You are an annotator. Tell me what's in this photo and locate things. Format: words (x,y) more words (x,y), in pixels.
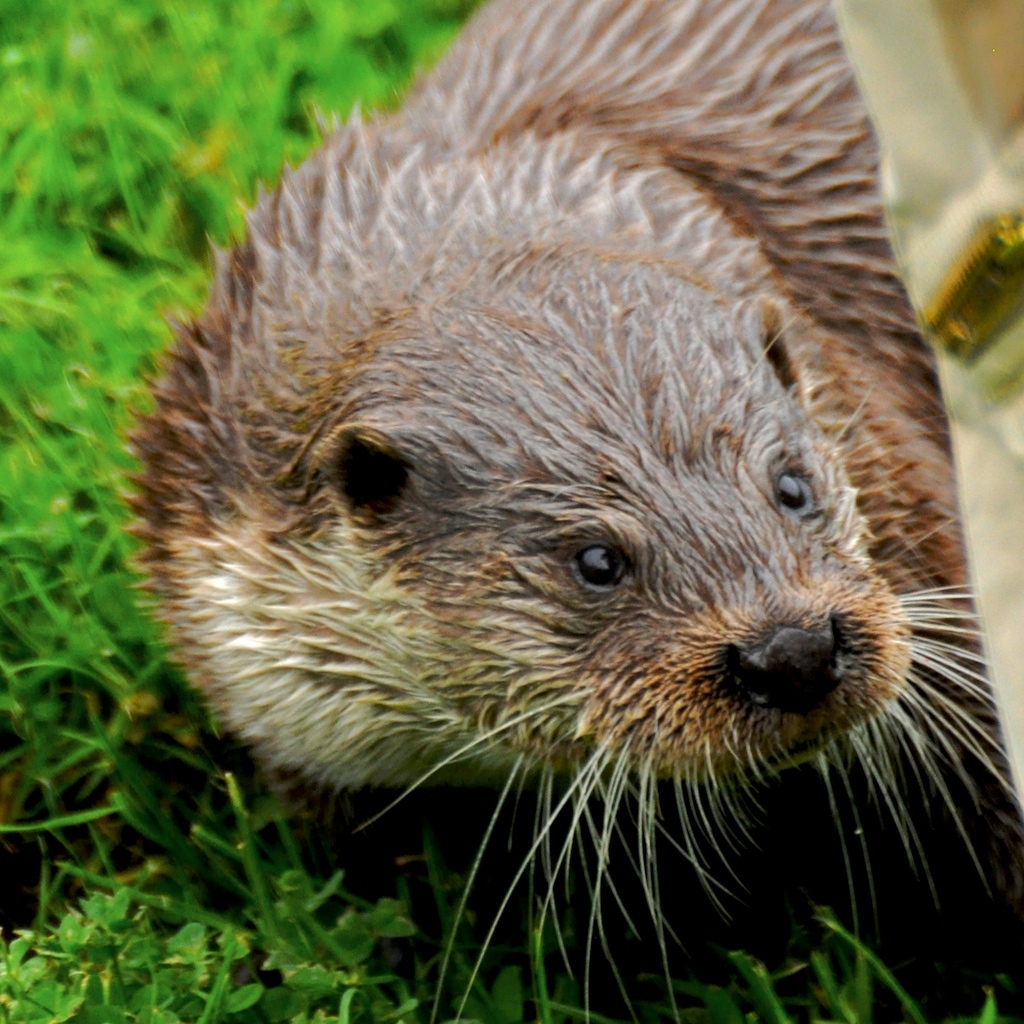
This image consists of an otter (506,503) in brown color. At the bottom (192,913), there is green grass (134,669).
